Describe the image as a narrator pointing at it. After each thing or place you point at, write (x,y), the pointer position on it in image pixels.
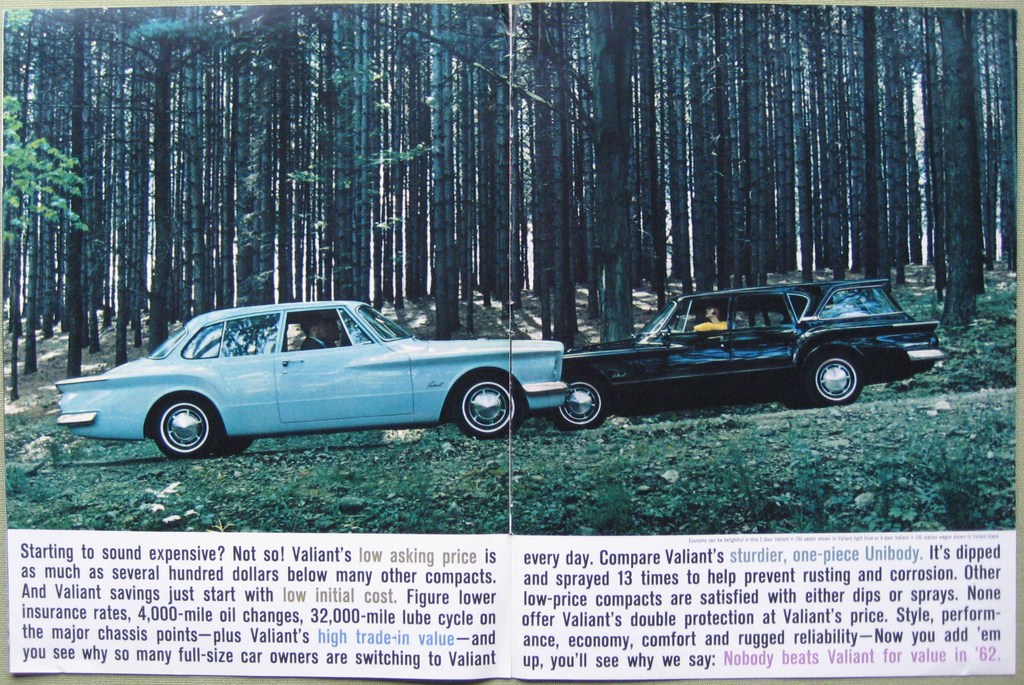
In this image there is a paper (443,320). In the center of the paper (477,471) we can see cars (460,379) and there are trees (760,201). We can see text (380,573).
